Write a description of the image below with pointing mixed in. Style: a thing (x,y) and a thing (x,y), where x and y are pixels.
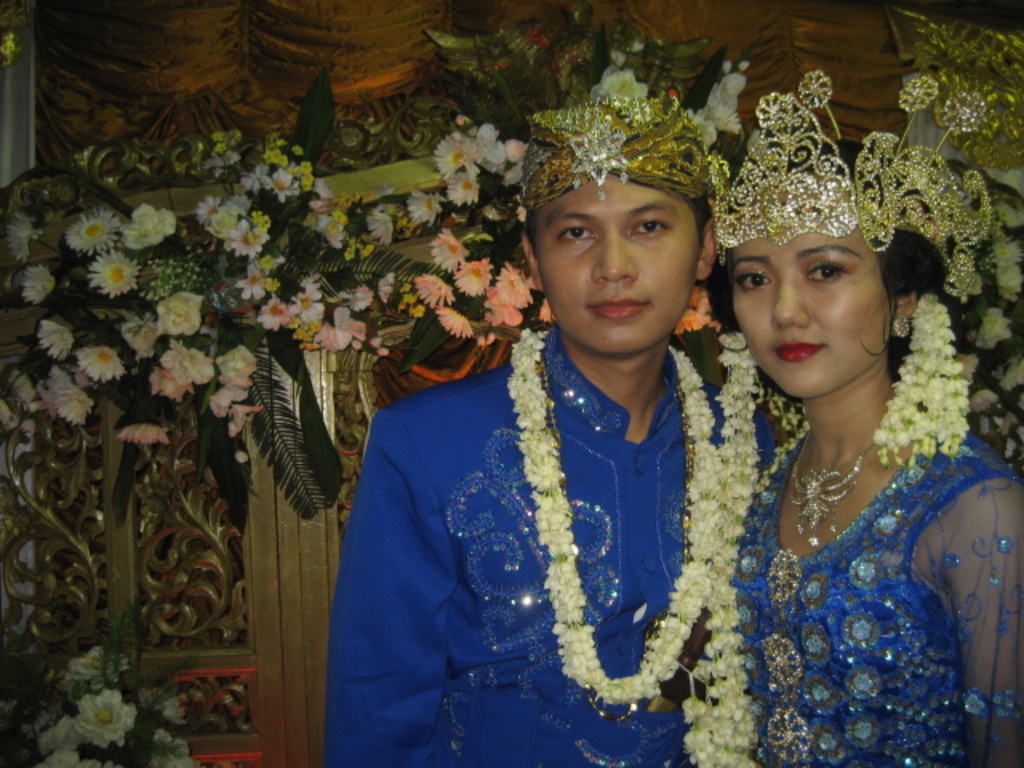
In this image in the center (616,339) there are two persons (836,340) standing and they are wearing garlands (893,429) and crowns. In the background (375,278) there are some flowers (75,414), curtains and some decorations (173,458). At the bottom (147,711) there are some flowers (125,716).
